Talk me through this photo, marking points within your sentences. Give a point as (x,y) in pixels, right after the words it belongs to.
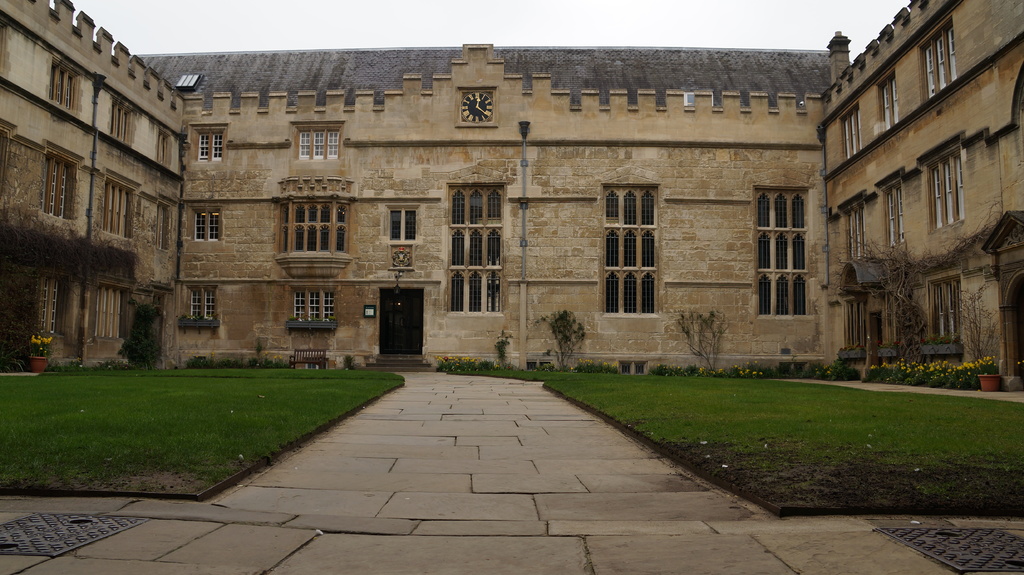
In this picture we can see manholes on the ground (550,443), here we can see trees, house plants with flowers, plants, grass (758,461), bench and in the background (795,320) we can see a building (807,332), sky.
